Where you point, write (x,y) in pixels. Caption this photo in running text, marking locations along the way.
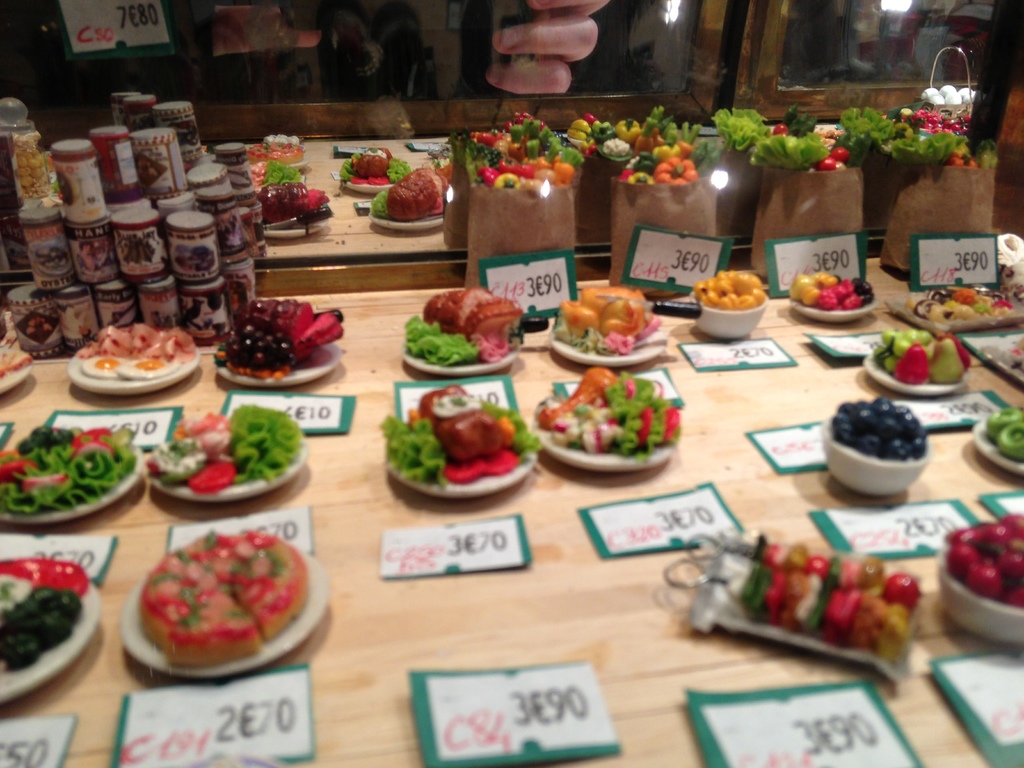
In the center of the image (392,323) there is a table (387,594) and we can see plates (485,489), fruits (871,409), desserts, jars (126,242), bags (574,231), cakes (205,594) and some food (830,607) placed on the table (613,709). We can see some boards (685,524).
